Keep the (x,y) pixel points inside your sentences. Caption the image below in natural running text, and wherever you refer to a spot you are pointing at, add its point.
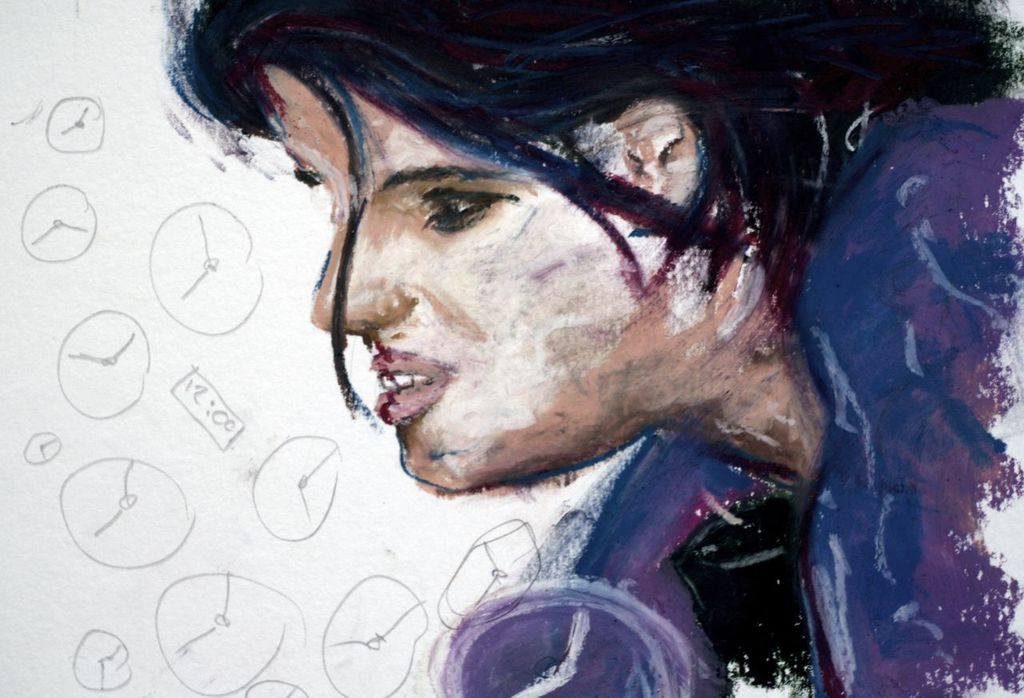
In this image I can see the painting (533,276) of the person (530,362) in multicolor. Background (193,161) is in white color and something is written on it.
